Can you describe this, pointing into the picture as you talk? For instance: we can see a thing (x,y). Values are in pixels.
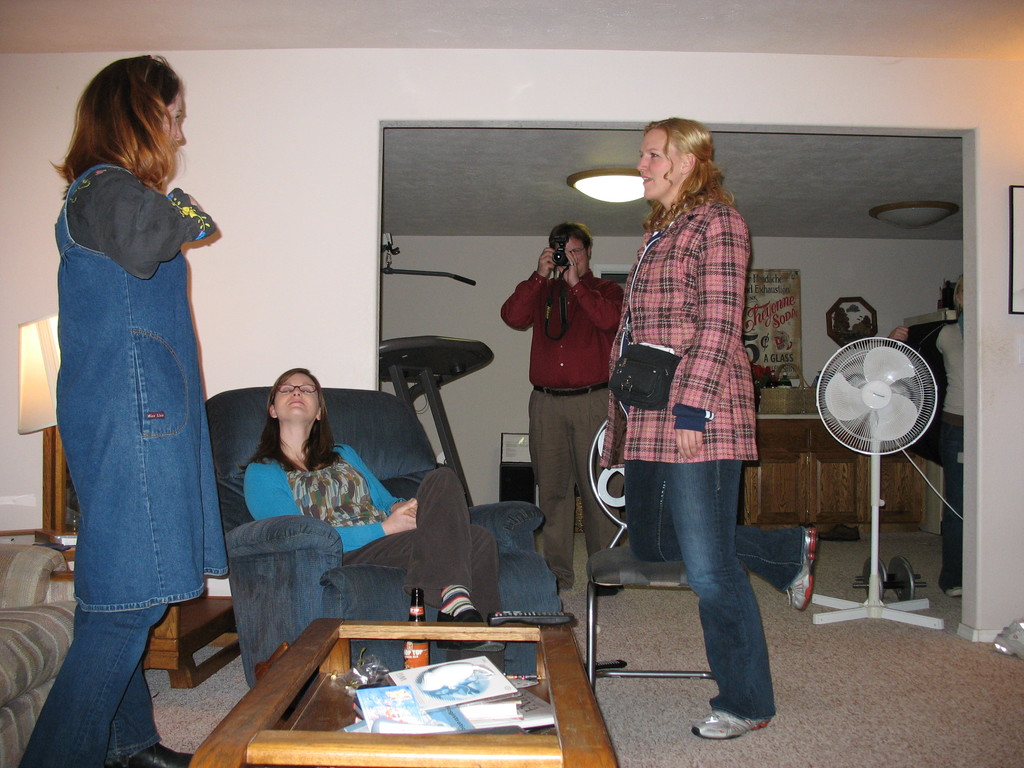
In the image in the center (346,473) we can see one lady (395,523) is sitting on sofa (381,463). And coming to the left side (142,368) we can see one lady (133,206) is standing. And coming to the right center (685,391) we can see two persons (679,276) were standing, the man (609,330) he is holding camera (561,253). And in front of them we can see the table (314,703). And coming to the background (273,166) we can see the wall (978,114), fan (911,423) and some objects (776,438) around them.
